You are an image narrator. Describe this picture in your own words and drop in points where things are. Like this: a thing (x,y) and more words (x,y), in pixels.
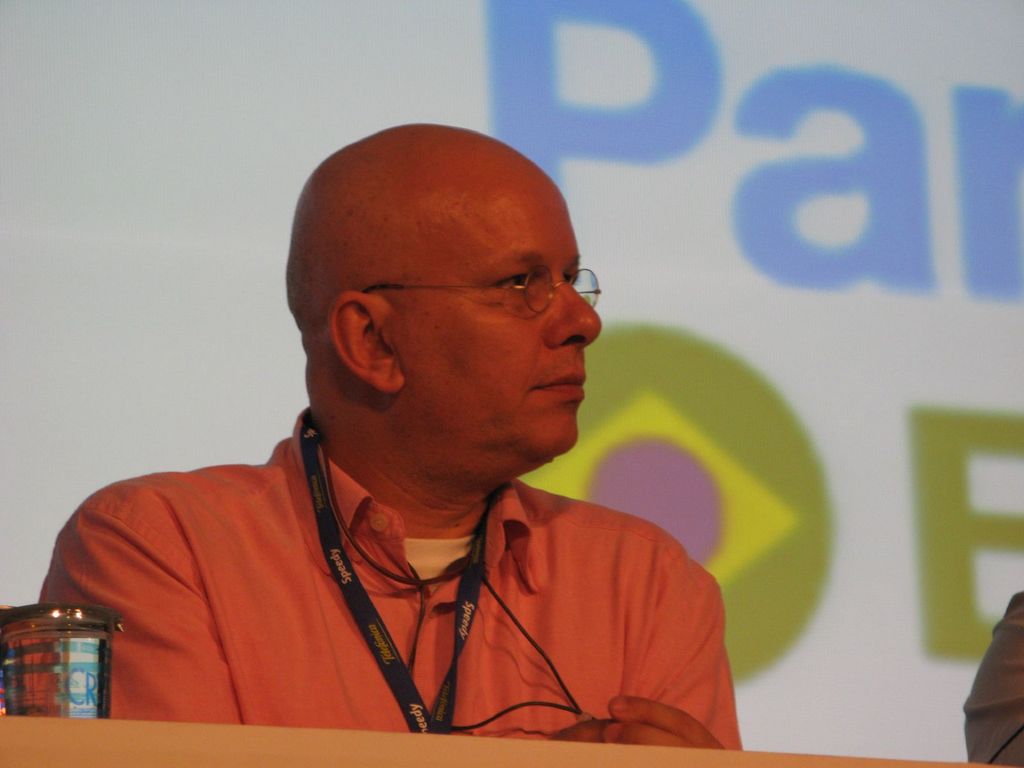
In the center of the image (376,271) there is a person (451,566) wearing a id card (399,665). In the background of the image (171,188) there is banner (908,209) with some text (819,184). To the left side of the image (46,620) there is a glass (104,687).
